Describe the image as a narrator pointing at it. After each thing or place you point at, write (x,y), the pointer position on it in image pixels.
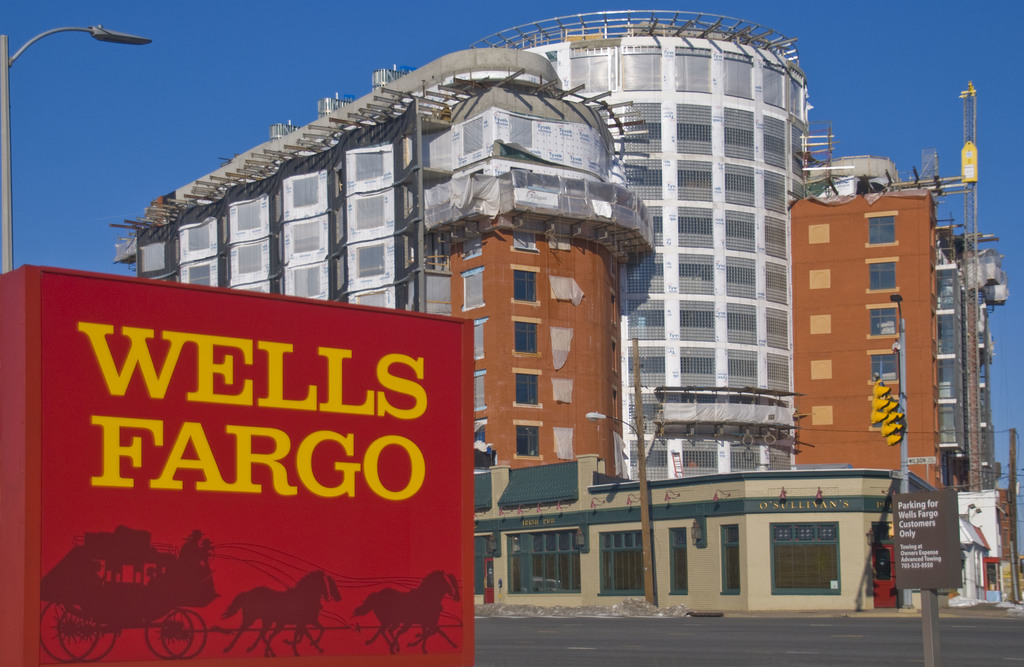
In this picture there are buildings (429,156) and poles (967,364) and there is text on the wall (807,506). In the foreground (379,548) there are boards (948,556), there is text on the boards (449,464). At the top (188,78) there is sky (377,58). At the bottom (889,629) there is a road (887,620).
